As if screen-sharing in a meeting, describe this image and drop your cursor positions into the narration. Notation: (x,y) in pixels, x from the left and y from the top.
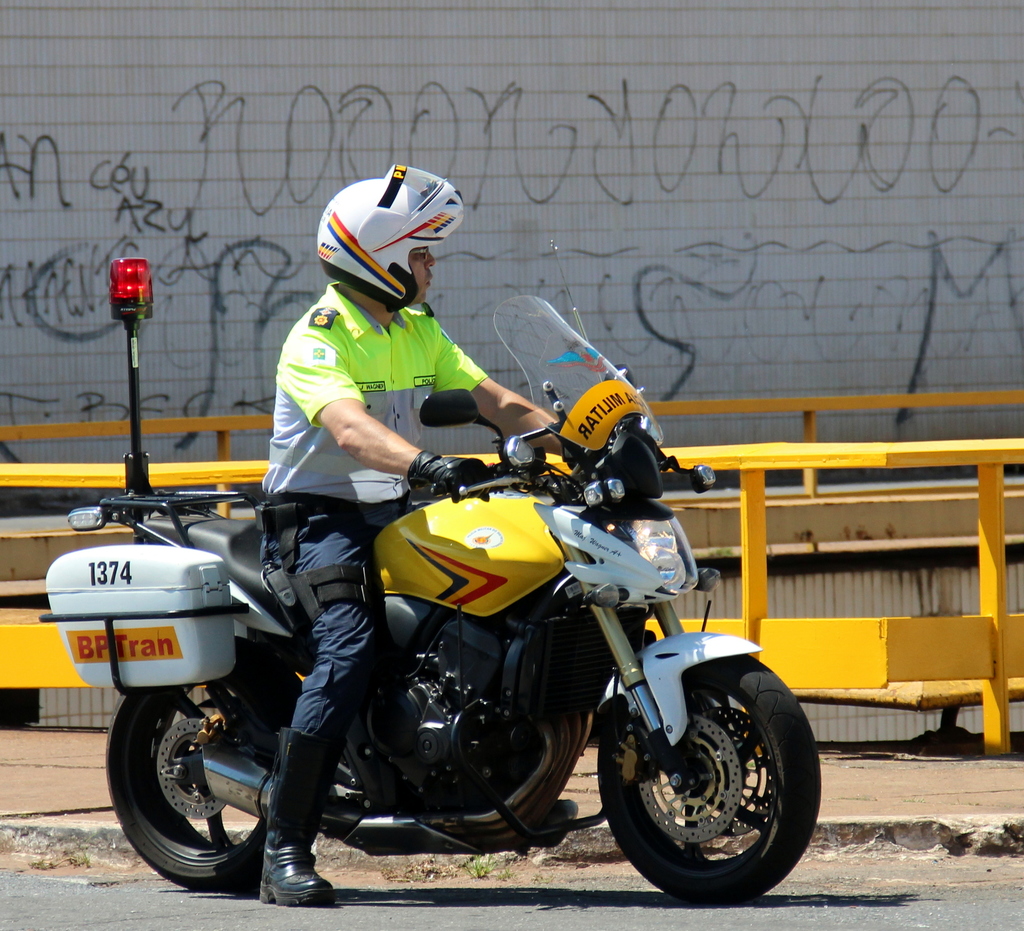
In the image we can see there is a person (377,513) sitting on the bike (563,645) and he is wearing helmet (386,236). Behind there are iron rods (87,476) and there is a wall (626,112) painted with black colour design (238,235). There is a red colour light pole (131,283) on the back seat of the bike (180,774).
